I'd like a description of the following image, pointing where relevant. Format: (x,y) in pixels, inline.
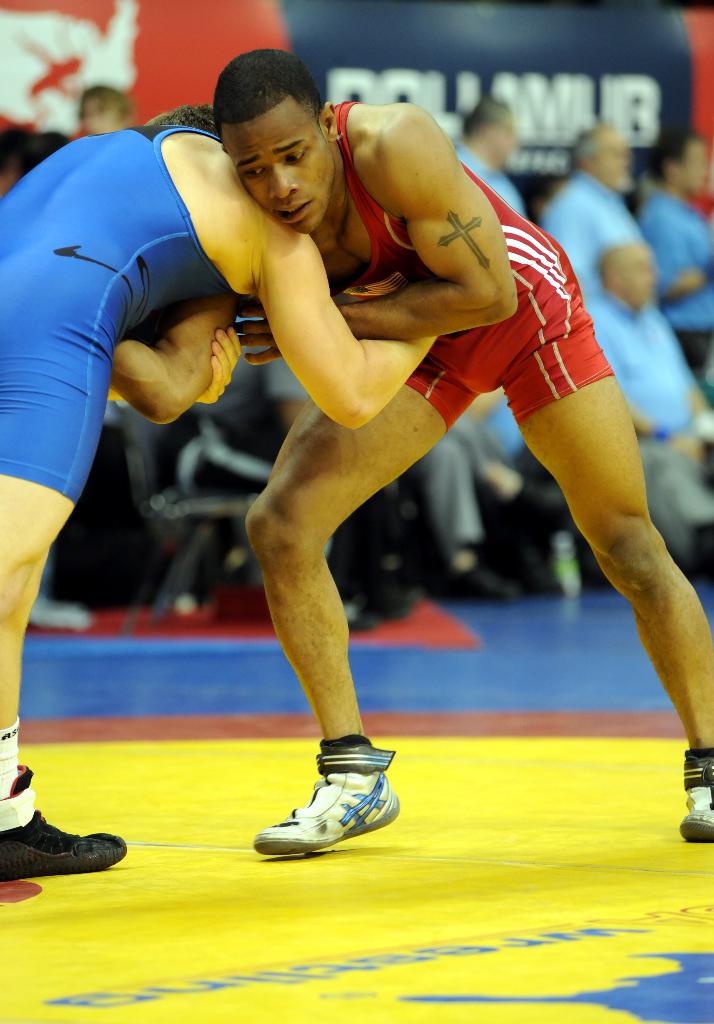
There are two persons (290,353) fighting as we can see in the middle of this image (436,353), and there are some other persons (597,291) in the background (524,461). There is a wall poster (424,59) at the top of this image (440,46), and we can see there is a floor (315,747) at the bottom of this image (266,882).
